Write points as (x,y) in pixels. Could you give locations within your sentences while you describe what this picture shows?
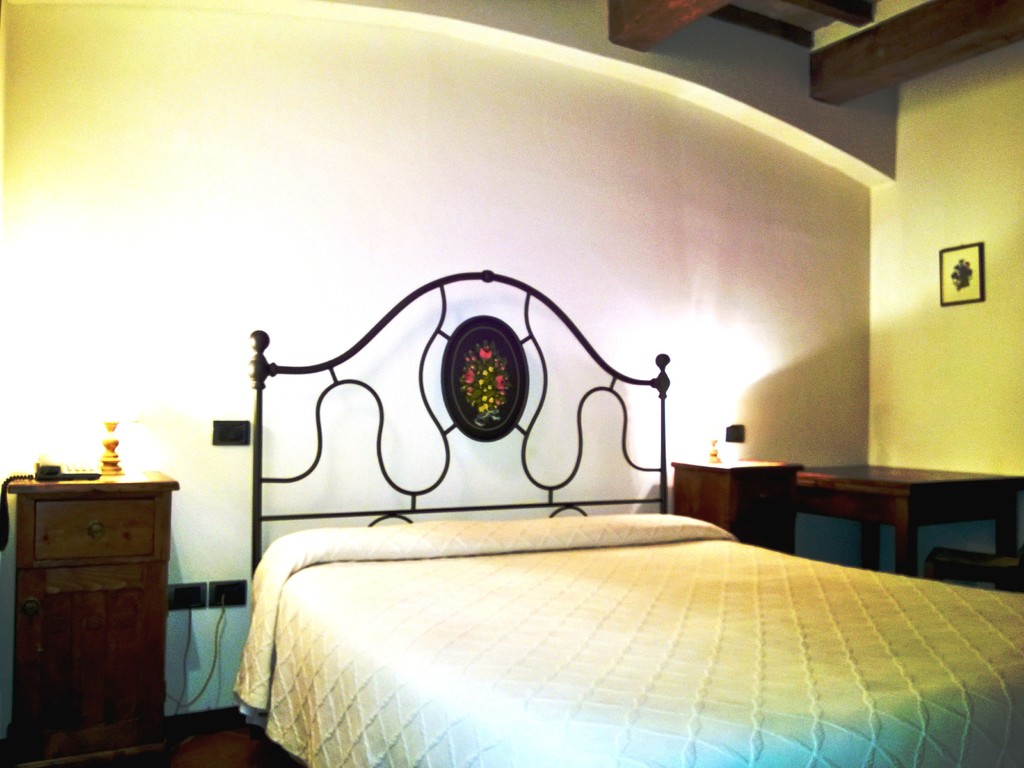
In this image, we can see a bed (510,565), we can see wooden table (19,571), on the left side (40,471), we can see a telephone (61,471) on the table (68,491). We can see the walls (24,473), on the right side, there is a photo frame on the wall (940,329).
